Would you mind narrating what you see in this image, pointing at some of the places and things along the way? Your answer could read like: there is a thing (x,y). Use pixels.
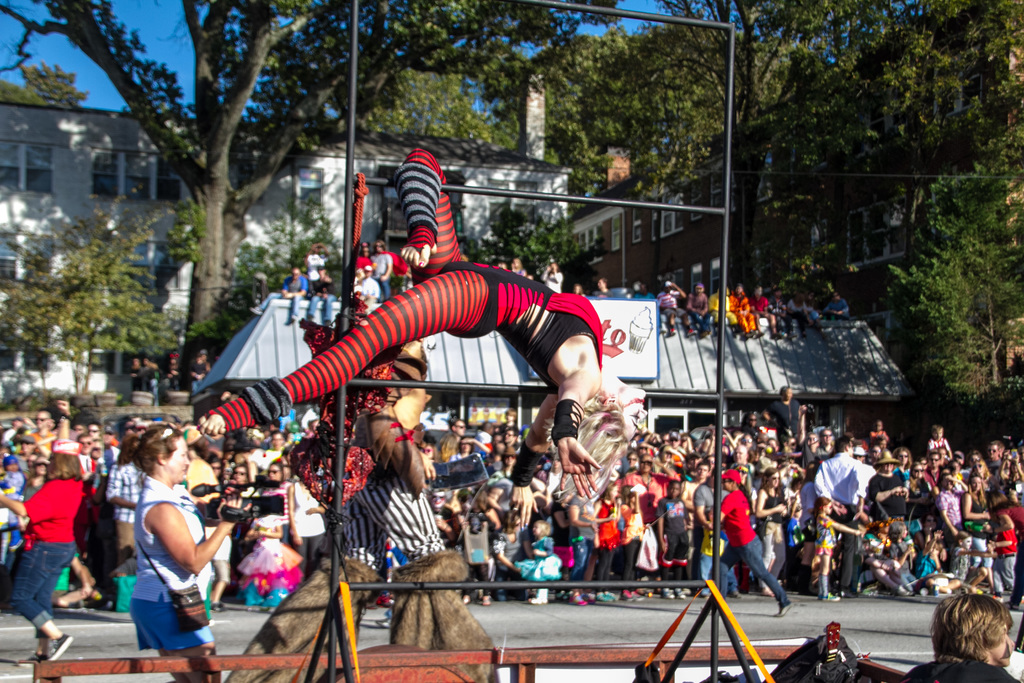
In this image, in the middle (445,238), we can see a woman (603,368) lying on the metal rod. In the right corner (936,646), we can see a man (961,626) and a bag (784,682). On the left side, we can also see a woman (199,519) holding a camera (242,510). On the left side (23,505), we can also see another woman (62,506) wearing a red color dress (62,506) is walking on the road (90,622). In the middle of the image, we can see a person (462,619) walking. In the background (477,433), we can see a group of people (863,532), house (698,408). On the house (860,359), we can see a group of people (753,334) sitting on the house roof (850,350). In the background (807,211), we can see a building (72,217), glass window (637,210), trees (288,70). At the top (167,33), we can see a sky (159,36), at the bottom (758,604), we can see a road (679,611).
